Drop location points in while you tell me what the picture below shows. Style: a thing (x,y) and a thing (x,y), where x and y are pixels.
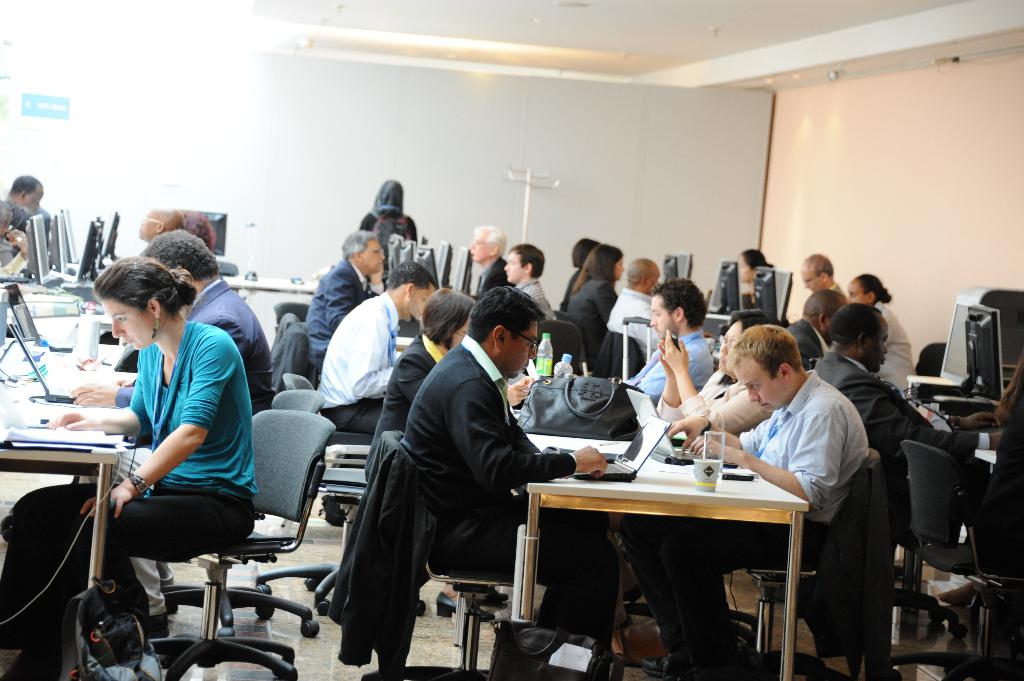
Here, we see many people (373,220) sitting on the chair (294,414) and working in laptops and systems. The woman (151,417) in blue t-shirt (203,469) and black pant (170,498) is looking into the papers (10,438). We find many chairs (284,422) over here. The grey color bag (83,624) is placed near the table (92,577). Here, we find many tables (49,317) on which many systems (44,256) and laptops (50,403) were placed. We even find water bottles (550,350) and handbags (536,416) and glasses (721,459) on this table (689,488). Behind these people (383,261), we find a wall (613,169) which is white in color.
